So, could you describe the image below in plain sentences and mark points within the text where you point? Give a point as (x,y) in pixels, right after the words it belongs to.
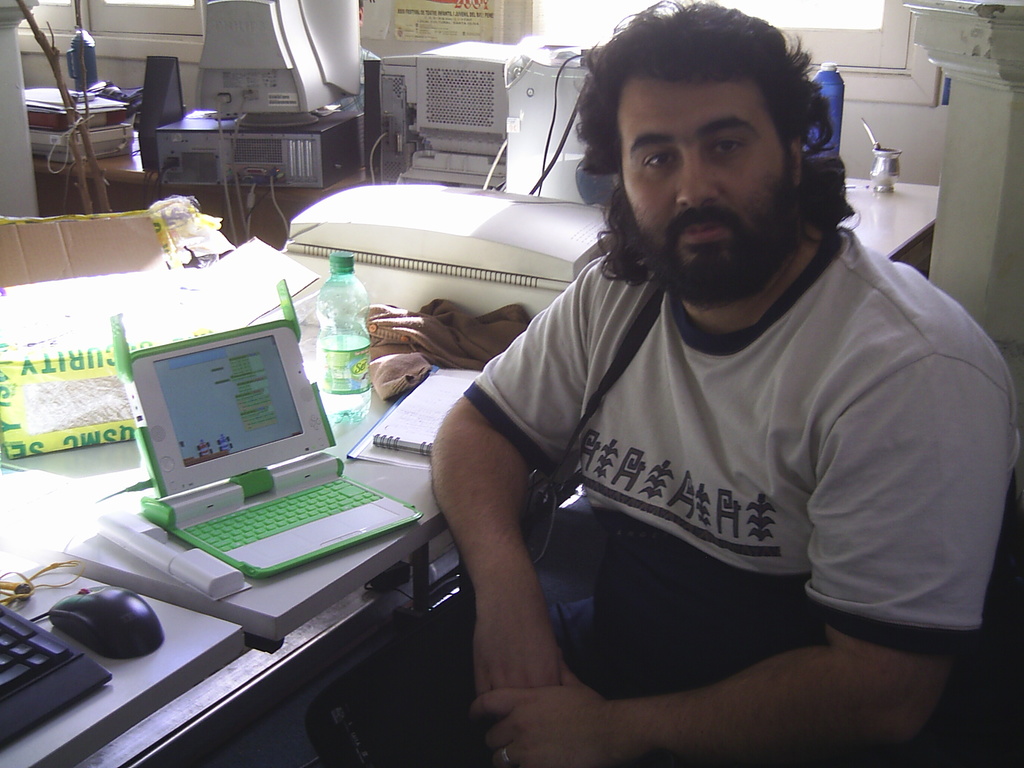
There is a man (884,387) sitting on a chair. This is a table (79,467) where a laptop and a keyboard (72,660) and a mouse (61,618) is kept on it. In the background (353,131) there is a electronic device (332,143).
